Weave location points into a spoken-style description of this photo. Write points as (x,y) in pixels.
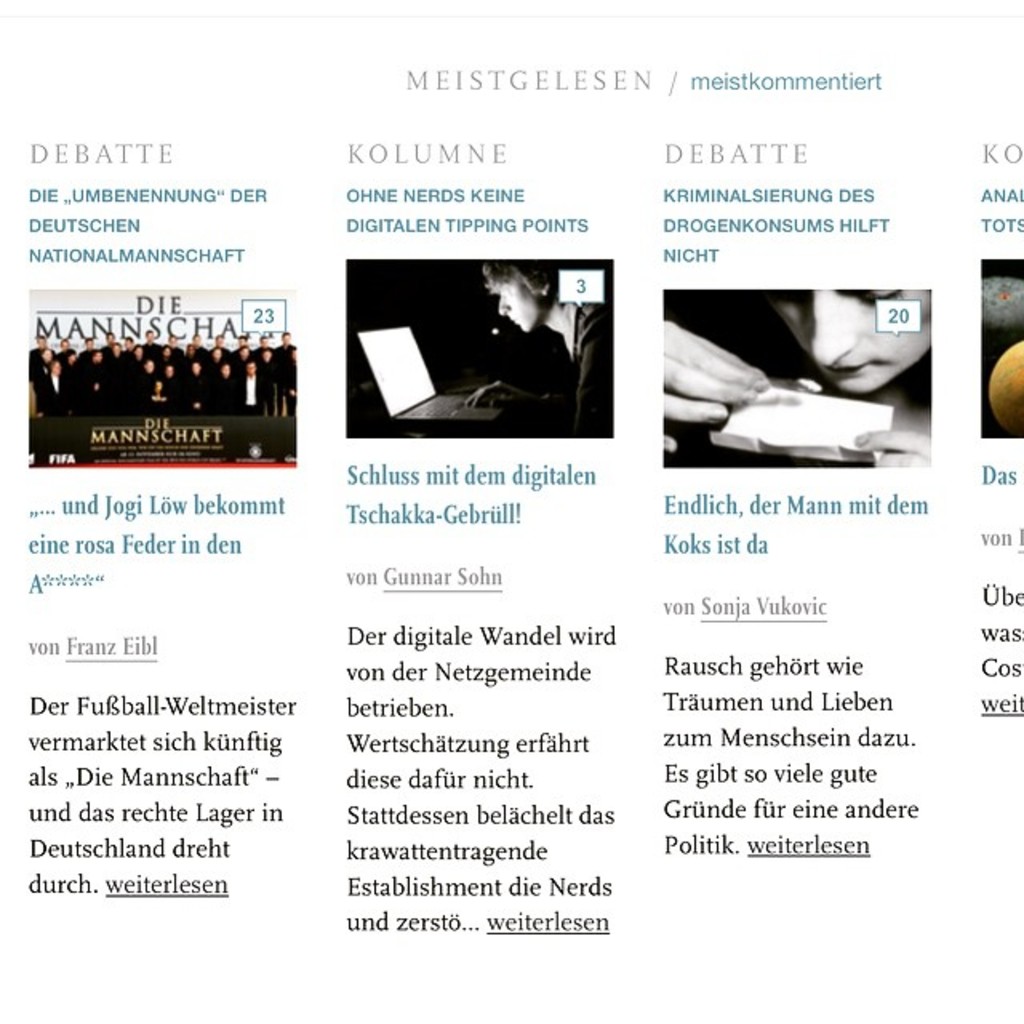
In this image I can see a group of people (284,359) on the left side (254,357). In the middle of the picture (552,381) I can see a man (522,293) working on a laptop (434,413). I can see a person (902,340) holding a piece of paper (790,421) on the right of the image (848,453). I can see the text (566,229) at the top (848,246) and at bottom of the image (158,704).
